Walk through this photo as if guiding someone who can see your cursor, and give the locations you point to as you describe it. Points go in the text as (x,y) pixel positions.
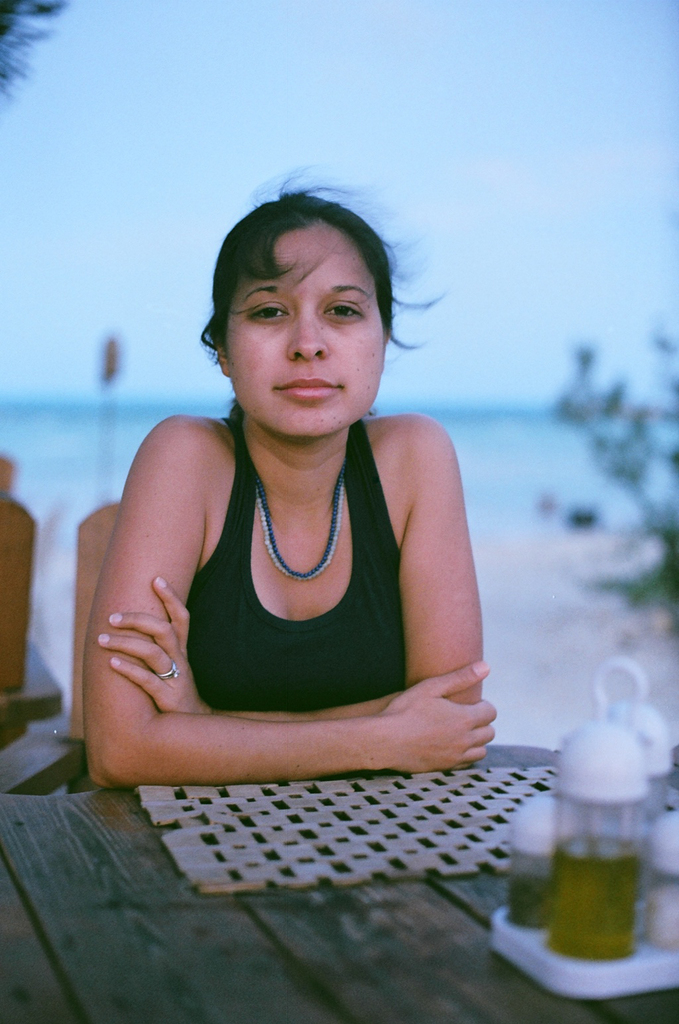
In the center of the image (247,434) there is a lady (163,596) sitting on a chair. In front of her there is a table (102,834) on which there are objects (531,789). In the background of the image (505,433) there is water (82,434). To the right side of the image (648,601) there is a plant (634,461).
